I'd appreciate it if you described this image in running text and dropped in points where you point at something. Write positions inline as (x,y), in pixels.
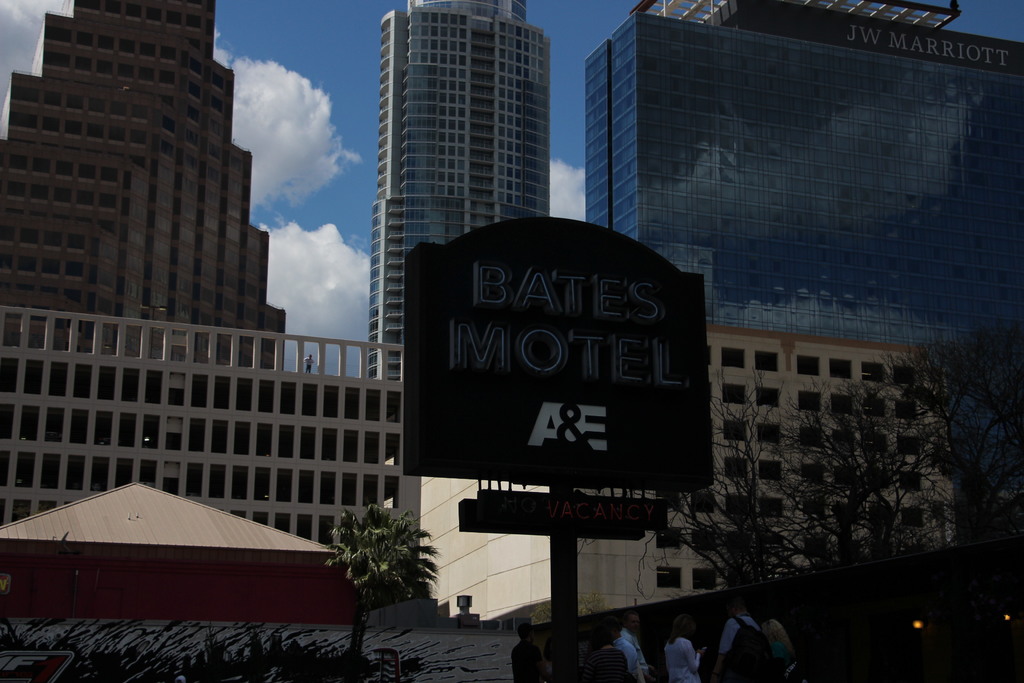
In this image there is the sky (333,111), there are clouds (290,173) in the sky (322,178), there are buildings (488,178), there are trees (862,450) towards the right of the image (947,426), there are group of persons (674,643), there is a board (543,404), there is text (524,357) on the board (518,360), there are lights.
